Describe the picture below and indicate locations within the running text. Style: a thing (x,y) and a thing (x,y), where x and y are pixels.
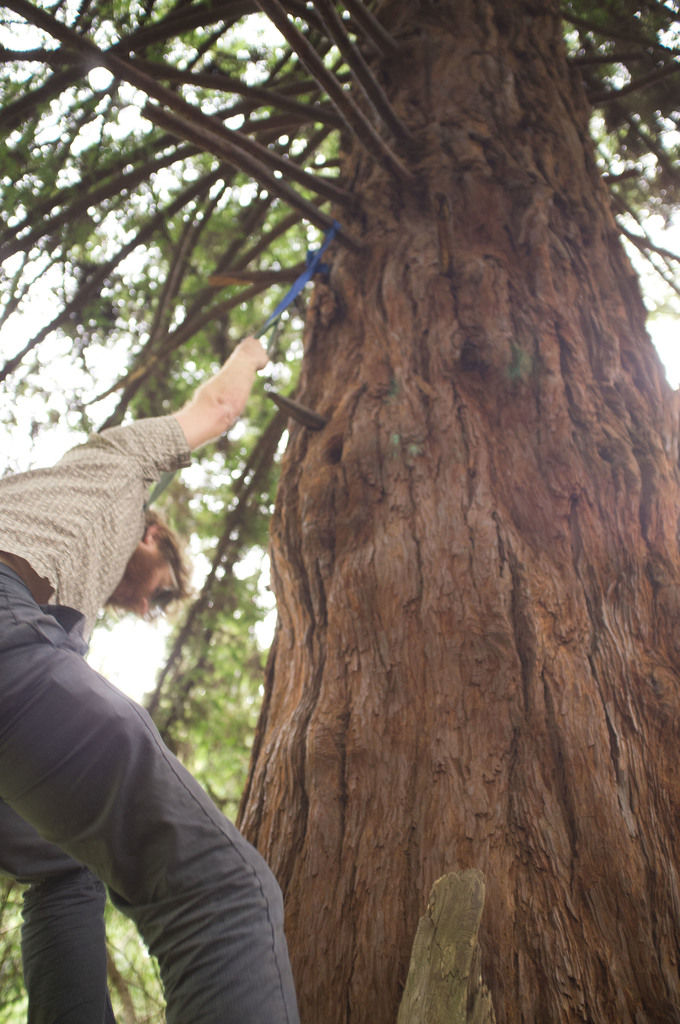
In the picture we can see a man (239,374) holding a rope (309,268) with his hand (242,358). There are trees (305,455). In the background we can see sky (654,223).
